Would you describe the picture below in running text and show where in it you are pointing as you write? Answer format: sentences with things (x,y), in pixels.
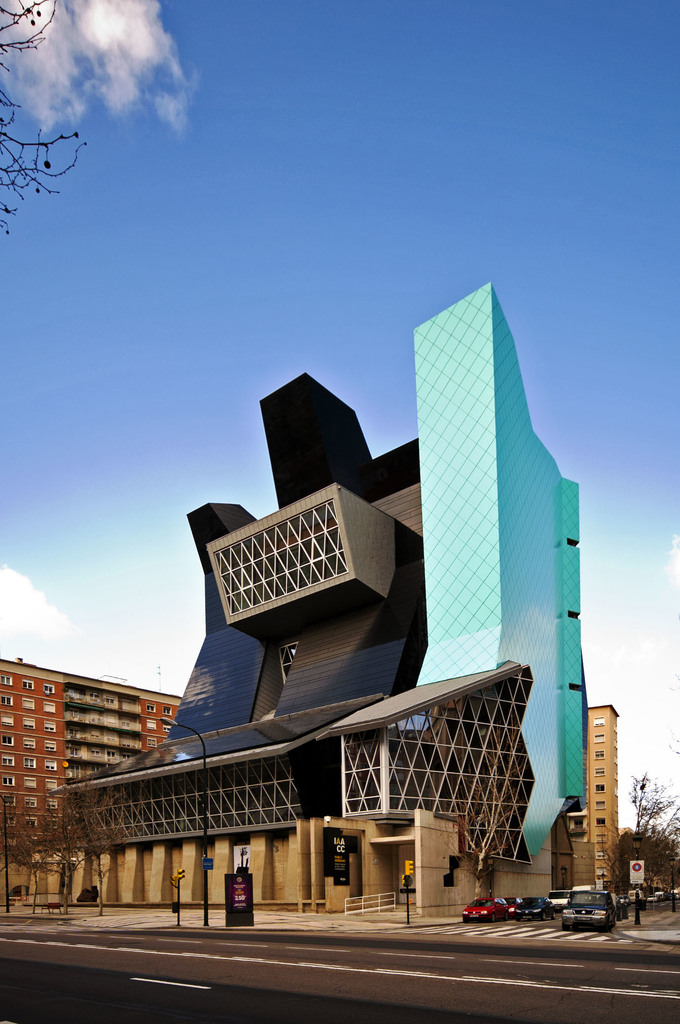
In this image I can see few vehicles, light poles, buildings (515,801), trees (652,846) and the sky (225,217) is in blue and white color.
